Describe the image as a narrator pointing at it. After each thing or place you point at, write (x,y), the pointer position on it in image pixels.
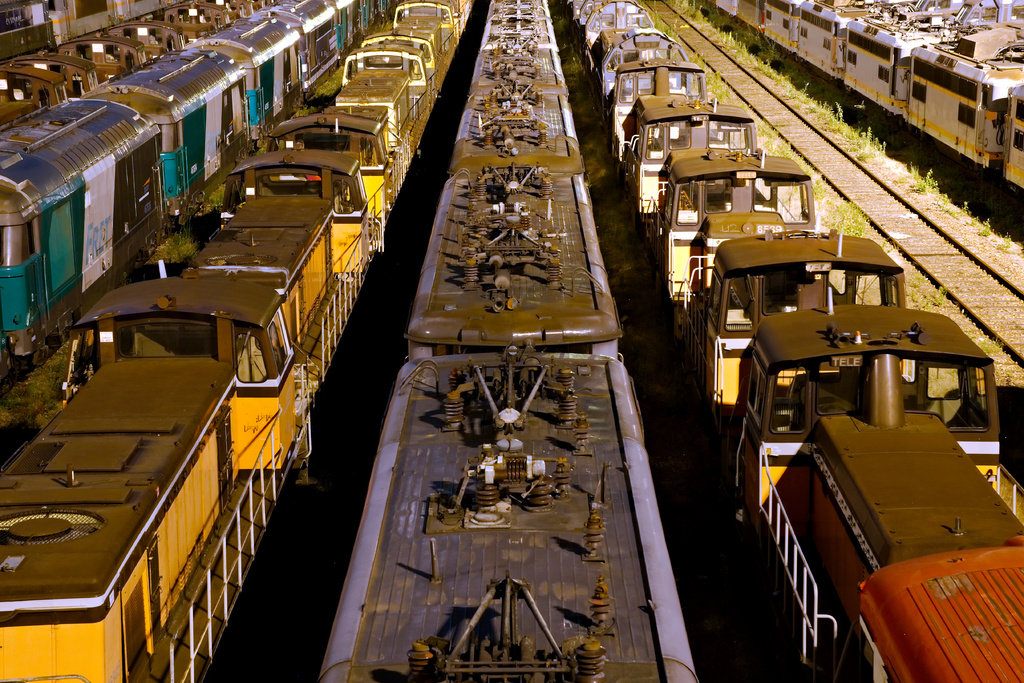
In this picture we can see trains (996,431) on the train tracks (1007,317). On the right side of the picture (954,194) we can see tiny plants (871,154) on either side of the track (915,210).
